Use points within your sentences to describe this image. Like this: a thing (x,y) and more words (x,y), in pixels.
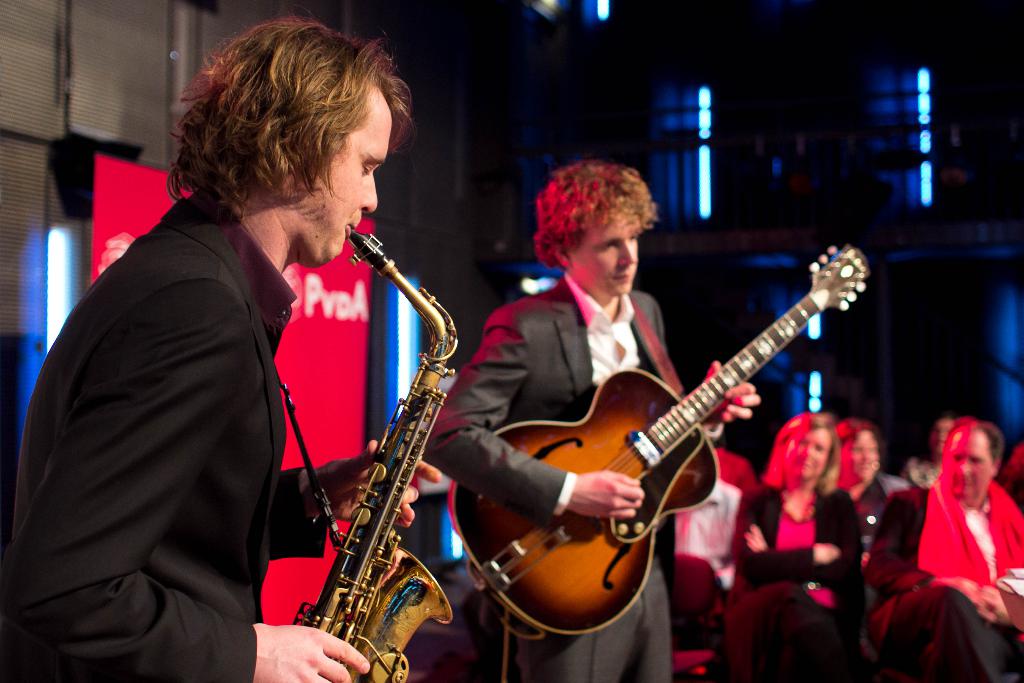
These two persons (241,117) standing, This person (532,336) holding guitar (674,424). This person (250,126) playing musical instrument (439,601). These persons (793,555) sitting. On the background (347,380) we can see banner (335,368).
